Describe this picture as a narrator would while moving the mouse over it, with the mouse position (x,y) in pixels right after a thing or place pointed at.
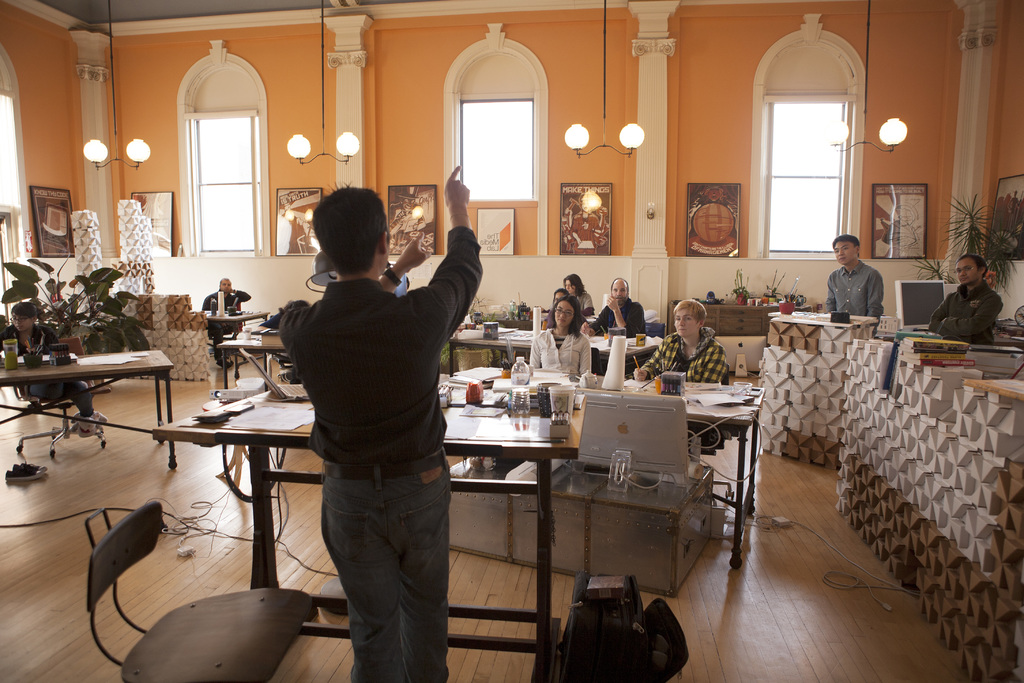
The image is taken inside the room (645,280). In the image there is a man (428,313) standing and he is also wearing a black color t shirt (333,399), in background (678,322) there are group of people (678,322) sitting on chair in front of a table (531,372). On table (595,379) we can see a water bottle (519,387), glasses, paper (729,400), books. On left side (62,313) we can see plant (87,309) with green leaves (108,312) and a photo frame (52,196), wall (36,118) which is in orange color. On right side (914,302) we can also see a monitor (921,317) and a table (899,415) with some books (945,351). In background (212,200) there is a window (226,208) which is closed and few photo frames (696,225) on it. On top (159,10) there is a roof (171,7) which is in grey color and few light (144,152) and at bottom (210,515) we can see wires (58,520).
